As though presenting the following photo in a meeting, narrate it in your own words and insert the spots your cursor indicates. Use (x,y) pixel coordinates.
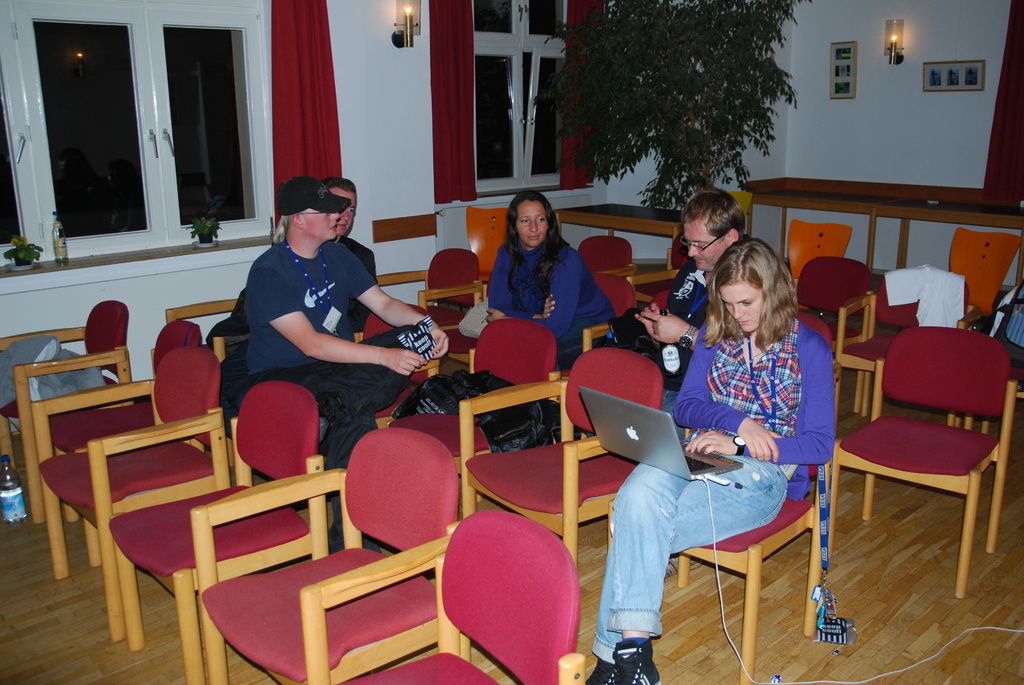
This is a room (423,255) there are few chairs (195,406) here and few people (657,311) are sitting on the chair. here a woman (694,441) is working on laptop (689,477). In the background (80,114) we can see windows (171,152), curtain (296,142), light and a plant (660,133).
